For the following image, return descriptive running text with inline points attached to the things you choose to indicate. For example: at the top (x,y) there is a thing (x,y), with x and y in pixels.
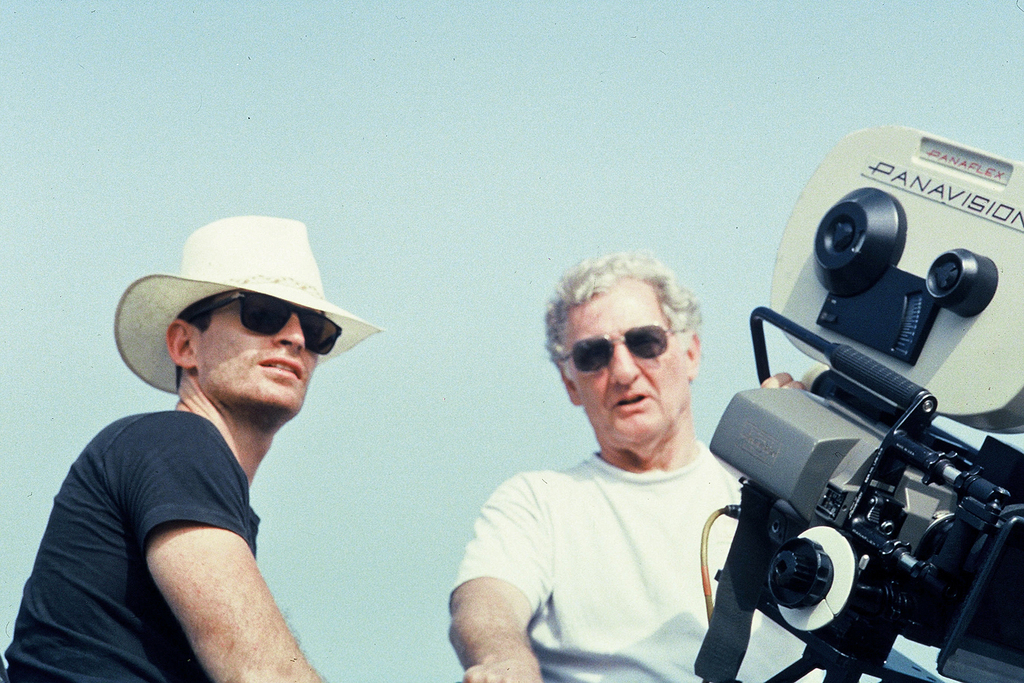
In this picture we can see two people (203,606), in the right side of the given image a man (572,488) is holding camera (723,425) in his hands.
